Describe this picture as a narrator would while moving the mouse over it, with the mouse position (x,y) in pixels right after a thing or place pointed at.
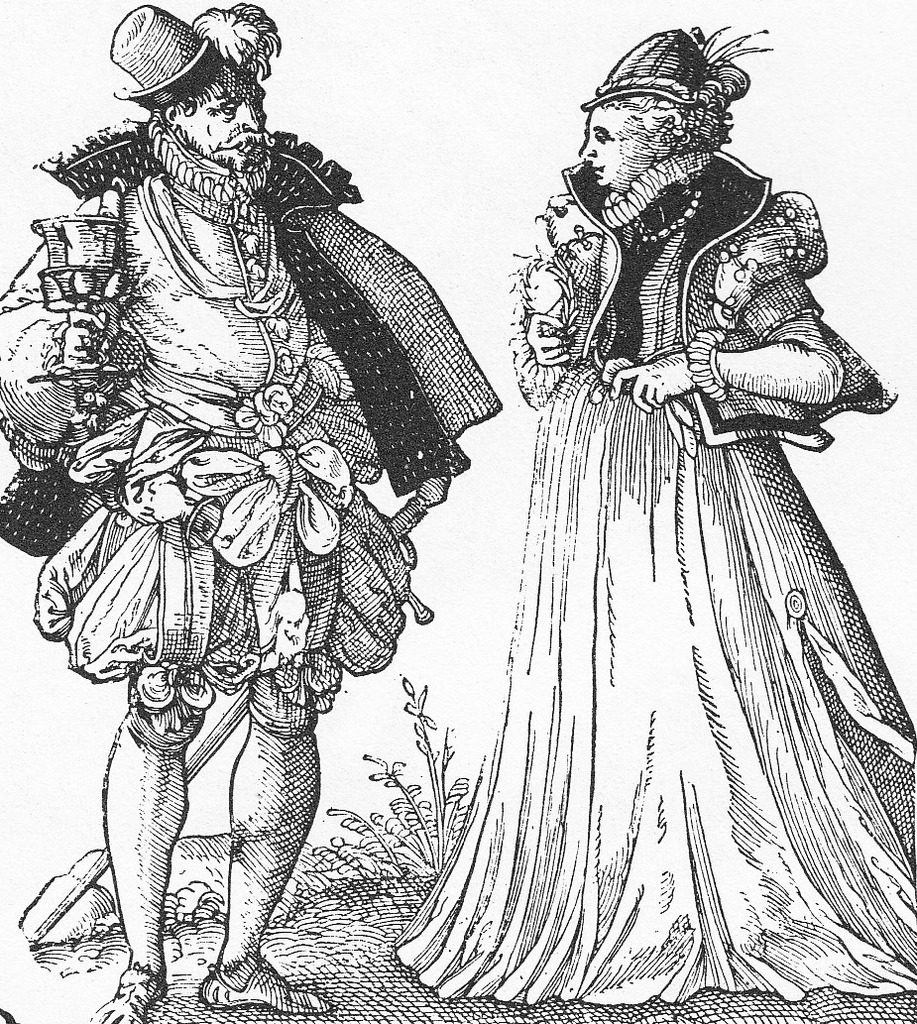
In this image there is a sketch (295,428) of a person (557,402), the persons (262,393) are holding objects (571,339), there is a plant (391,825), the background of the image (385,36) is white in color.
